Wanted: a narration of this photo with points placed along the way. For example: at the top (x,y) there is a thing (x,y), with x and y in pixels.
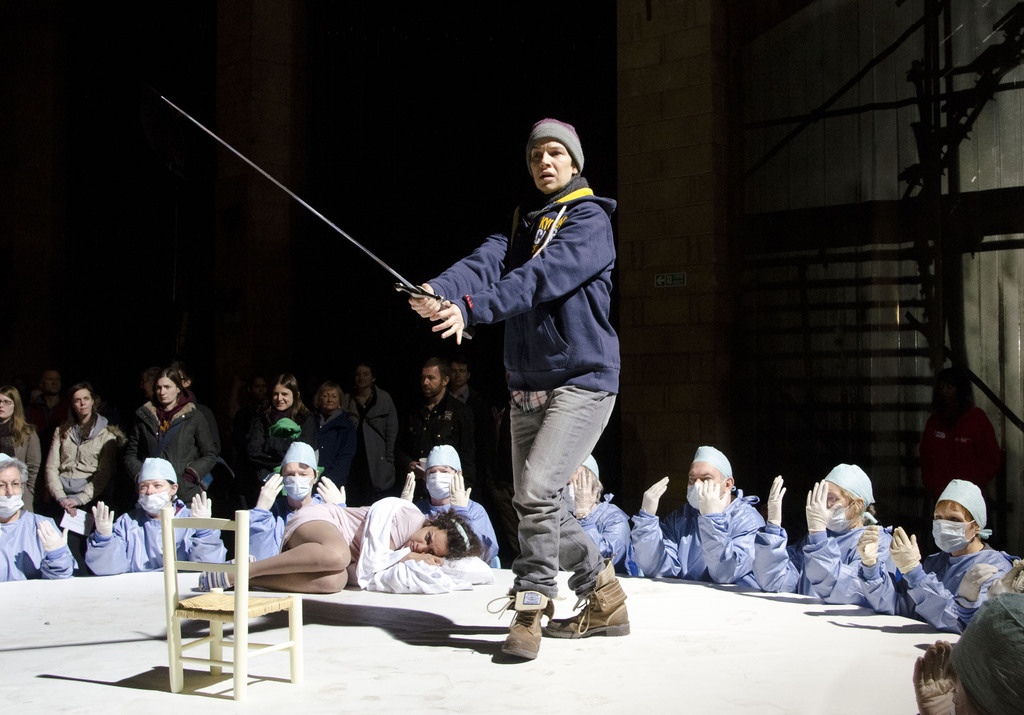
In the foreground of the picture (161,651) there is a stage (436,625), on the stage (369,600) there is a chair (247,596), a woman (506,289) holding a sword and a woman (358,550) lying. In the center of the picture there are women (745,515) wearing mask (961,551) and gloves (898,535). In the background (161,423) there are people (216,426) standing. At the top (328,61) it is dark. On the right (862,391) there is staircase (865,283) and a woman (952,417) standing.
